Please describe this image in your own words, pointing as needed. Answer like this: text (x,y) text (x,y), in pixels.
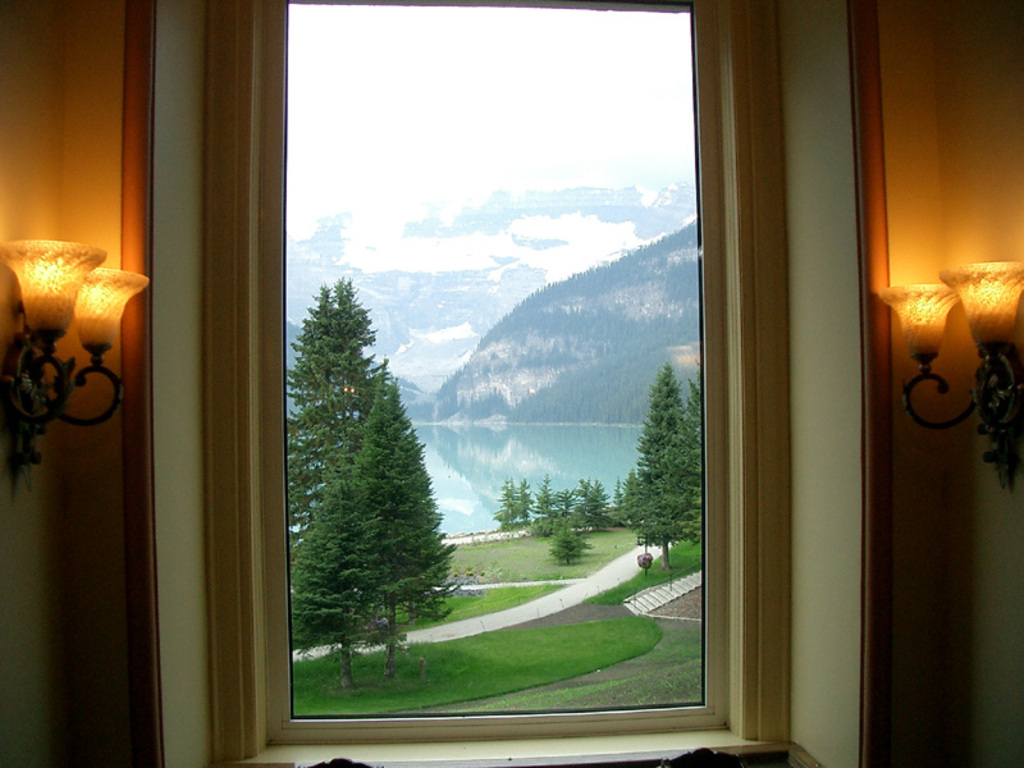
Through this window (375,455) we can see trees (658,490), water (576,456) and grass (550,666). Lights (1005,326) are on the wall (961,316).
